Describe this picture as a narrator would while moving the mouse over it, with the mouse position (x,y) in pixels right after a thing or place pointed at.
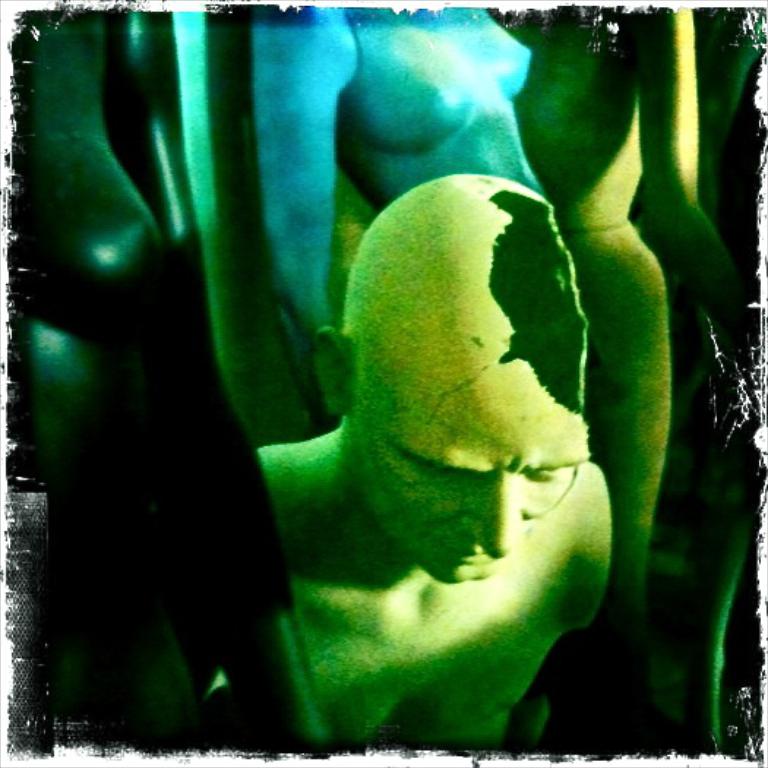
This is a edited image. In this image, we can see the green color mannequin (519,473) and blue color mannequin (320,78). On the left side (150,516), we can see black color.
